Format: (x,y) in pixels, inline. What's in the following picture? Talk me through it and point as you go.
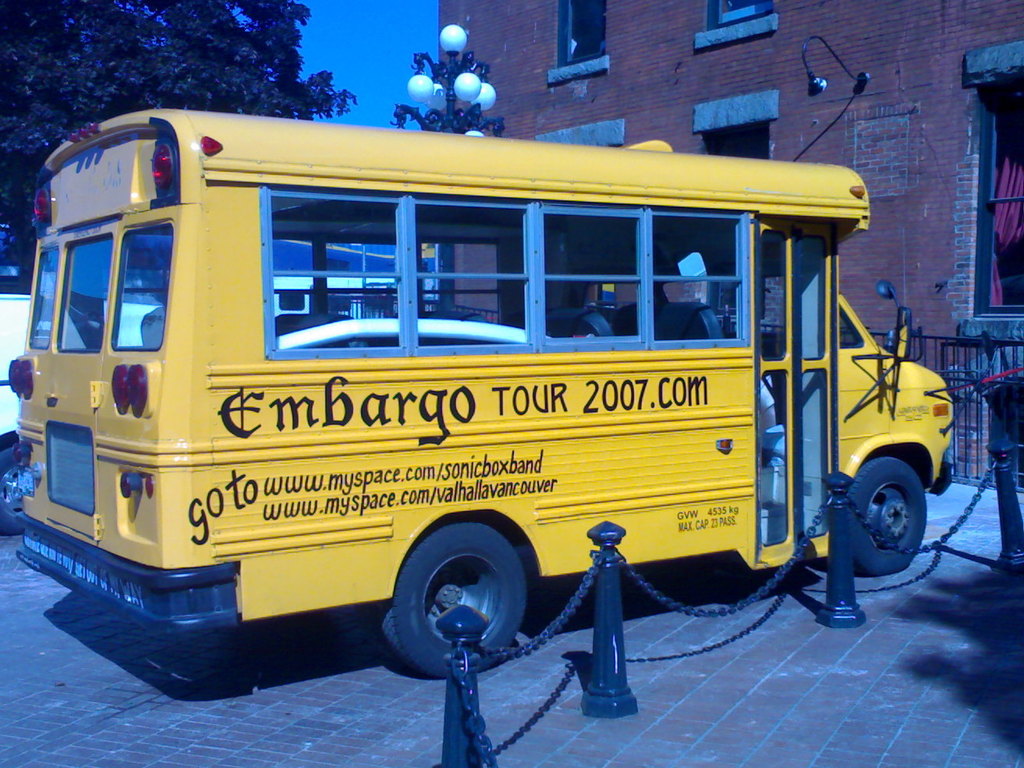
In this image I can see the vehicles (449,337). I can see one vehicle (463,388) is in yellow color. To the side I can see fence (612,621) and railing (596,617). In the background (768,31) I can see the light pole (459,78), building (460,4), trees (197,44) and the sky (314,65).
